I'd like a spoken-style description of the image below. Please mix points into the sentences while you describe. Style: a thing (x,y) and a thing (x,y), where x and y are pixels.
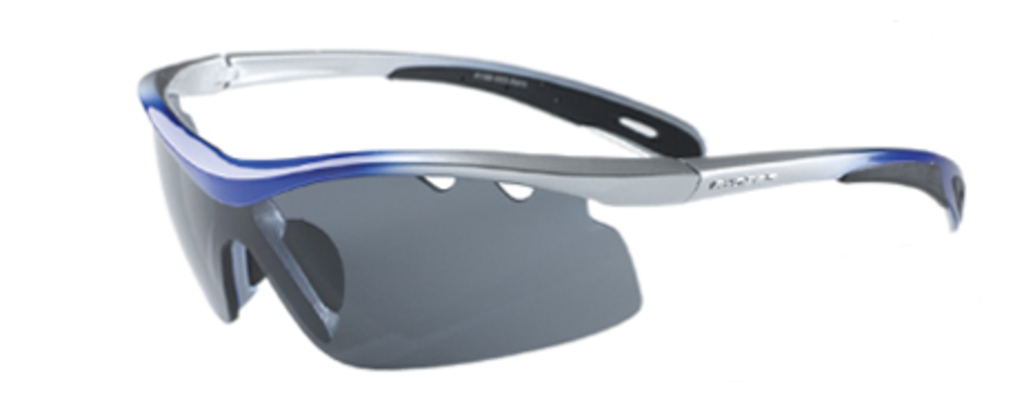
In this image we can see goggles (458,185). In the background (96,57) it is white.
